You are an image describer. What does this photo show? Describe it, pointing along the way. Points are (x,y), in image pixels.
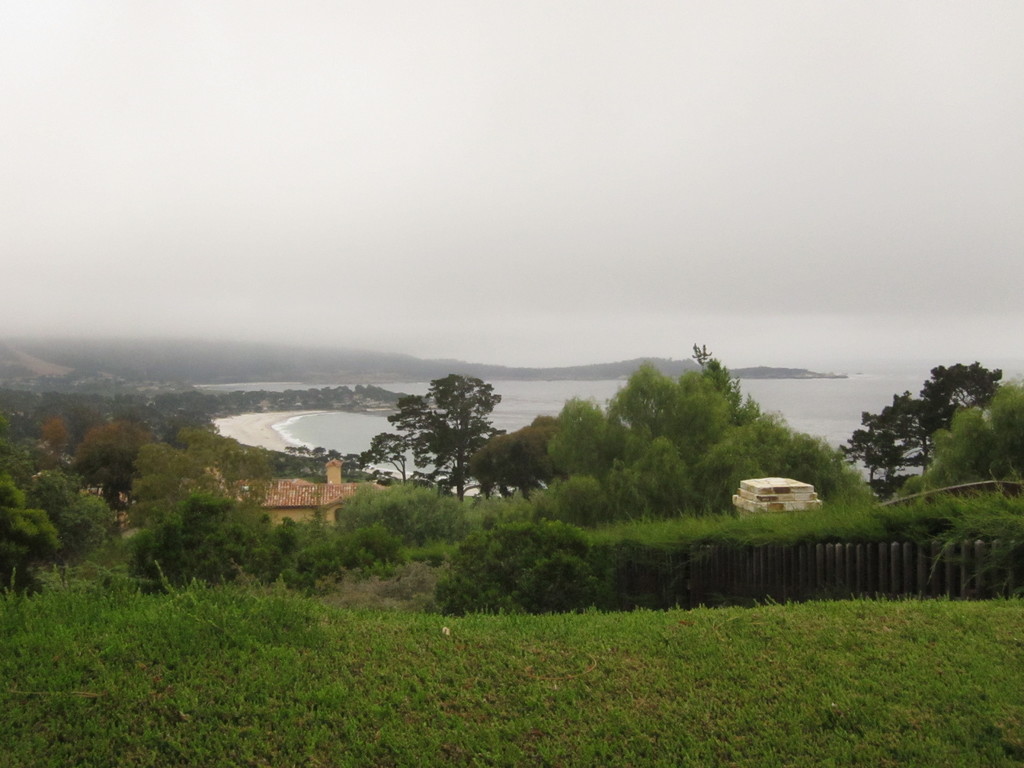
In this image I can see a fence (779,560), grass (701,678), trees (50,445), water (517,417), house (270,494), stone (754,499) and sky (565,102).
